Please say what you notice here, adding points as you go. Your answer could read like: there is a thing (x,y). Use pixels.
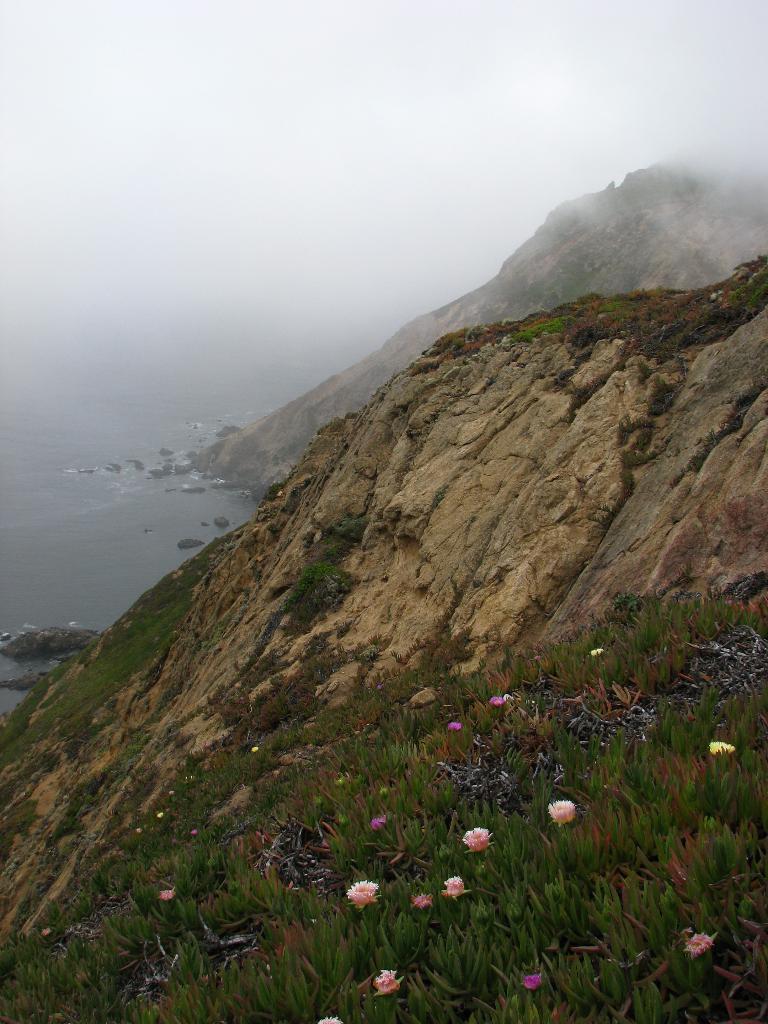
On the left side of the image (160,574) we can see the water (50,346). In the background of the image (250,556) we can see the hills (265,553), grass (38,741). At the bottom of the image (441,851) we can see the plants (509,915) and flowers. At the top of the image (346,92) we can see the sky (317,64).
